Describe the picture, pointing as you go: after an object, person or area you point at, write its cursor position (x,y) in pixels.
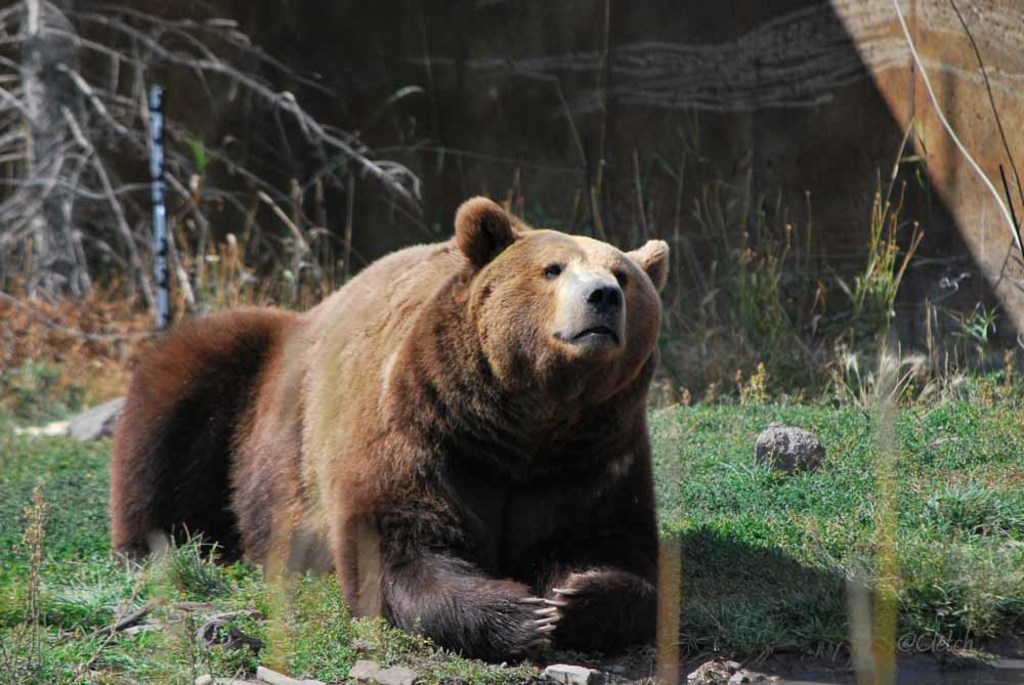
In this picture there is a bear (281,422) sitting on the ground (162,606). On the bottom (461,684) we can see the grass (360,655) and stones (687,681). On the top (458,76) there is a wooden wall (643,23). Here we can see a pipe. On the left (100,144) there is a tree (54,122).
